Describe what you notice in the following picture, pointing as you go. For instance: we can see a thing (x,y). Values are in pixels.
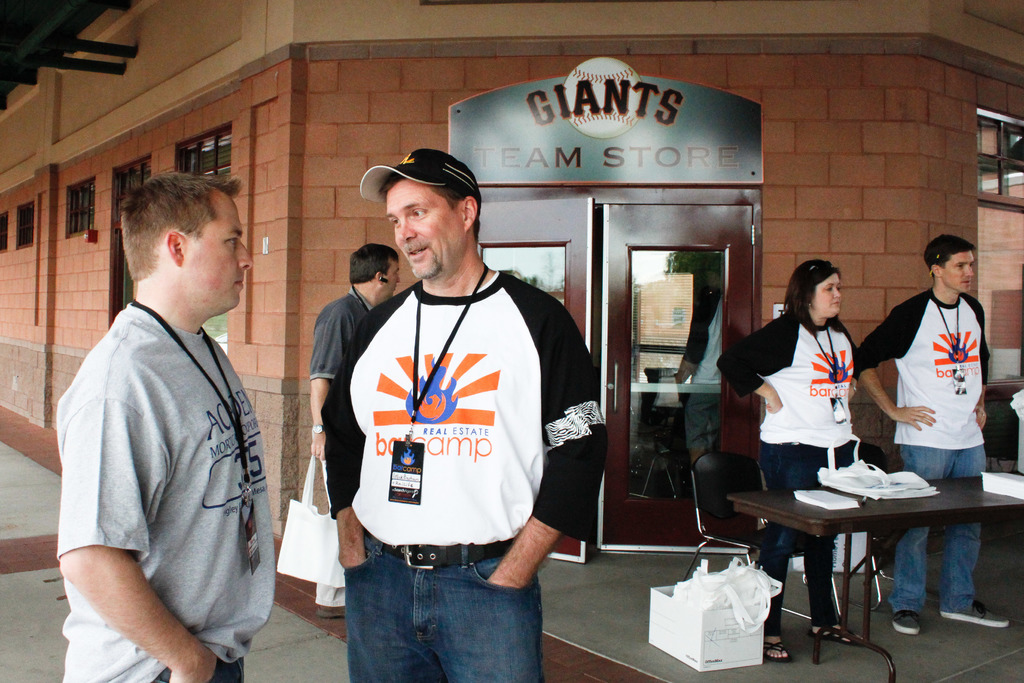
In this image, we can see people (736,381) standing and wearing id cards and one of them is wearing a cap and we can see bags (904,496) and some other objects (990,478) on the table (810,518). At the bottom (711,611), there is a box (684,614) and we can see some bags (713,588), on the floor (628,665). In the background (193,95), there is a building (73,81) and we can see a door (662,253) and windows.
